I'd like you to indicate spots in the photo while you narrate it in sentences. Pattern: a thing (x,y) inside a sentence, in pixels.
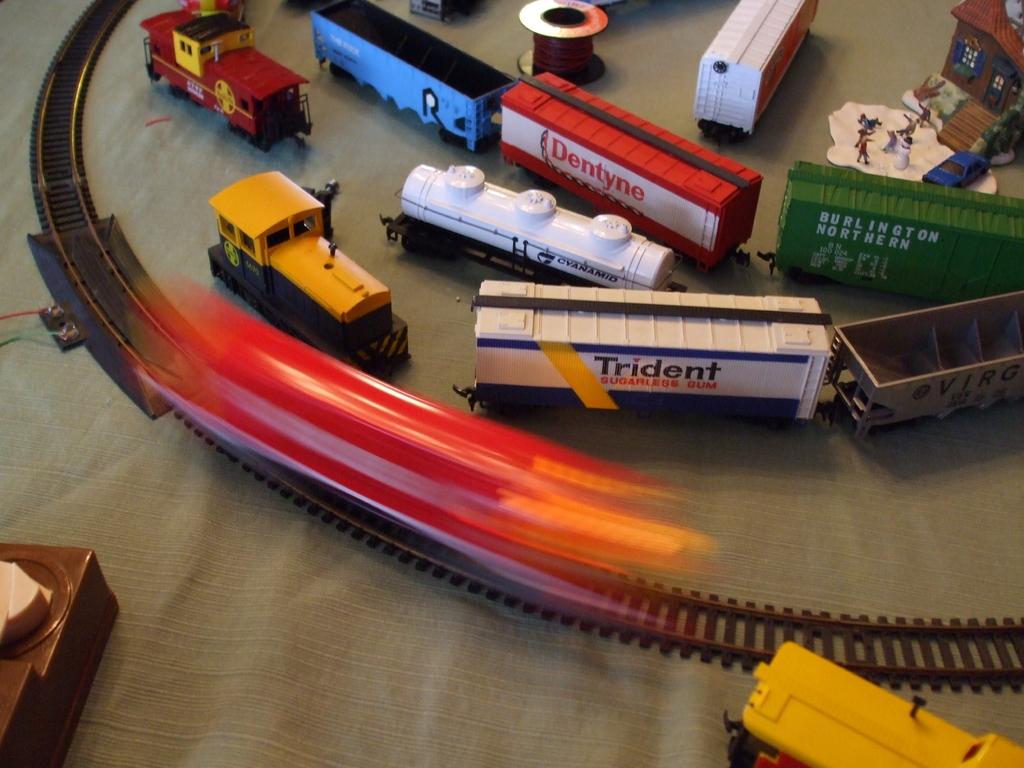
In this picture i can see the toys (295,487). In that i can see train (970,367), engine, railway track (794,641) and other objects (532,397). In the top right corner (963,64) there is a toy house (972,50) which is kept on the bed (748,460). At the bottom (514,704) there is a bed sheet (294,724).
